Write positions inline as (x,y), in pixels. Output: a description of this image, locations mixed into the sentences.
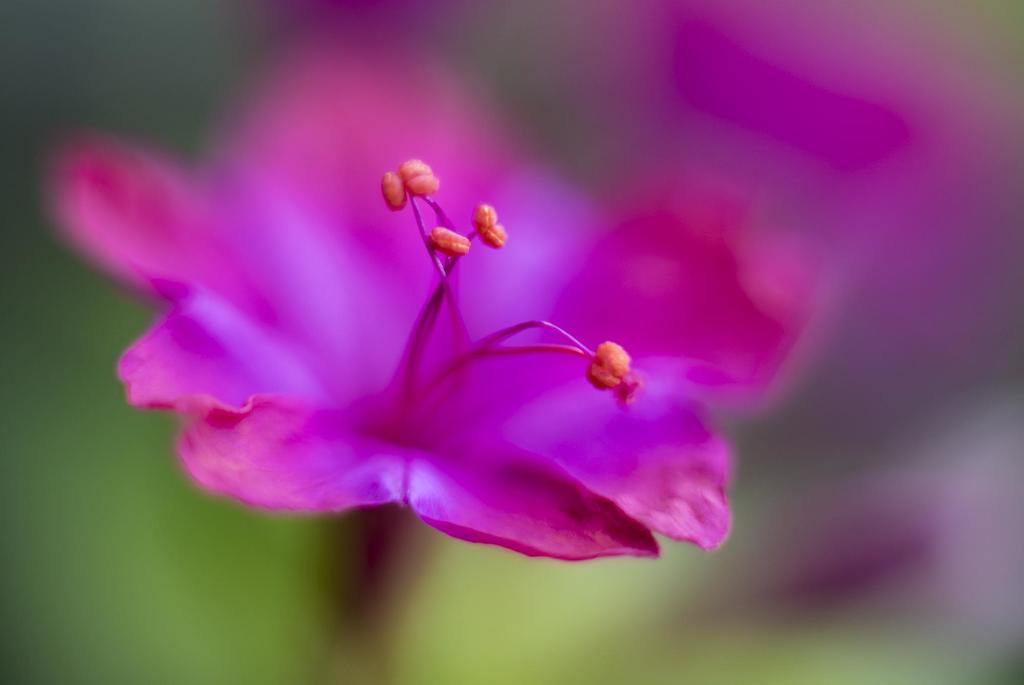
In this image we can see a flower (130,400). The background of the image (109,569) is blurred.
